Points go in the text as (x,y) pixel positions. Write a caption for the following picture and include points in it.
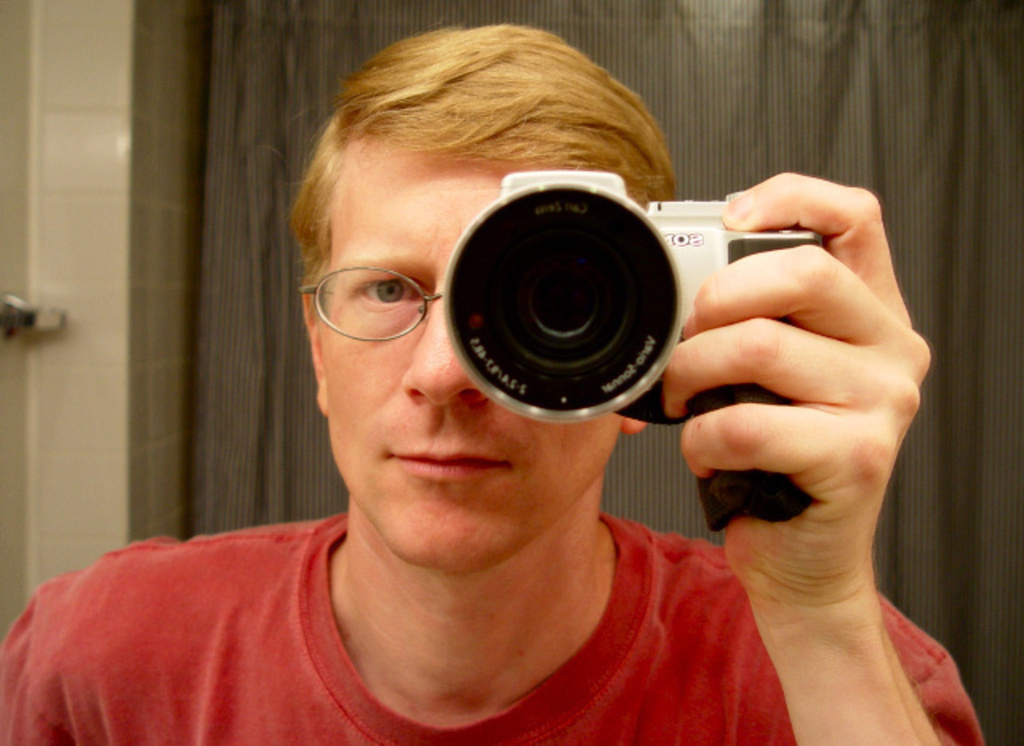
There is one person (468,508) wearing a red color t shirt (270,626) and holding a camera (541,291) in the middle of this image (432,333), and there is a curtain (256,337) in the background (256,337).
